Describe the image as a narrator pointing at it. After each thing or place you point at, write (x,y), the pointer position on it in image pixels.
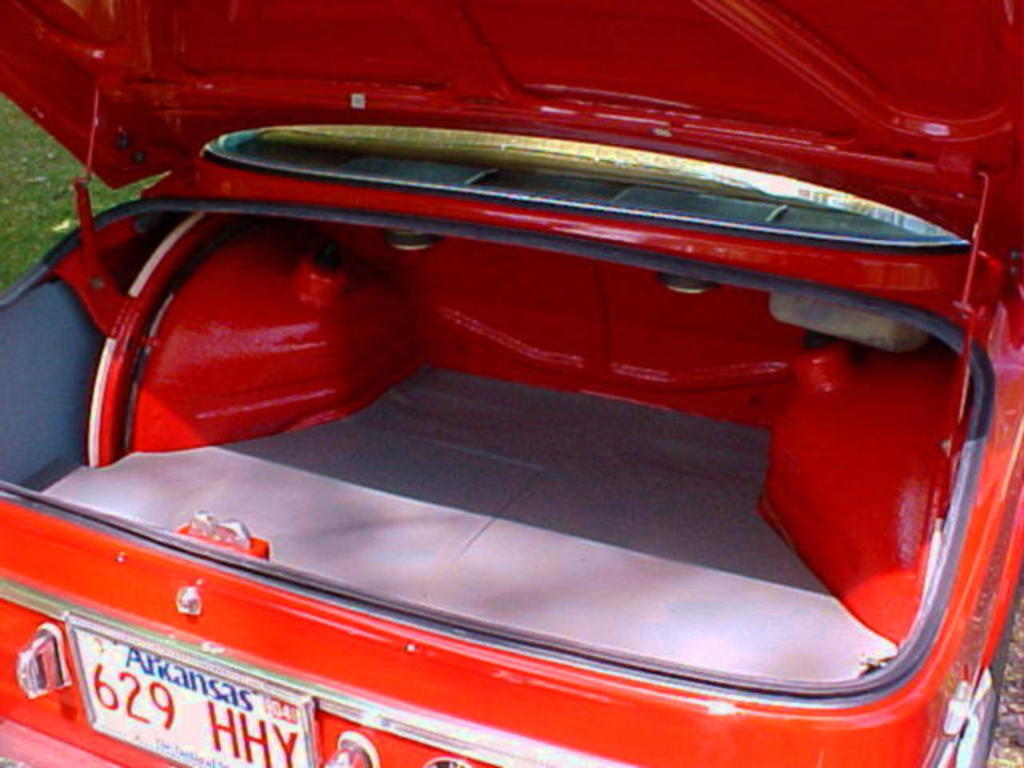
In this image I see a vehicle (856,246) which is of red in color and I see the number plate (163,709) over here on which there is a word (137,667) written and I see alphabets (214,729) and numbers (128,677) written on it. In the background (40,185) I see the green grass (37,200) over here.
